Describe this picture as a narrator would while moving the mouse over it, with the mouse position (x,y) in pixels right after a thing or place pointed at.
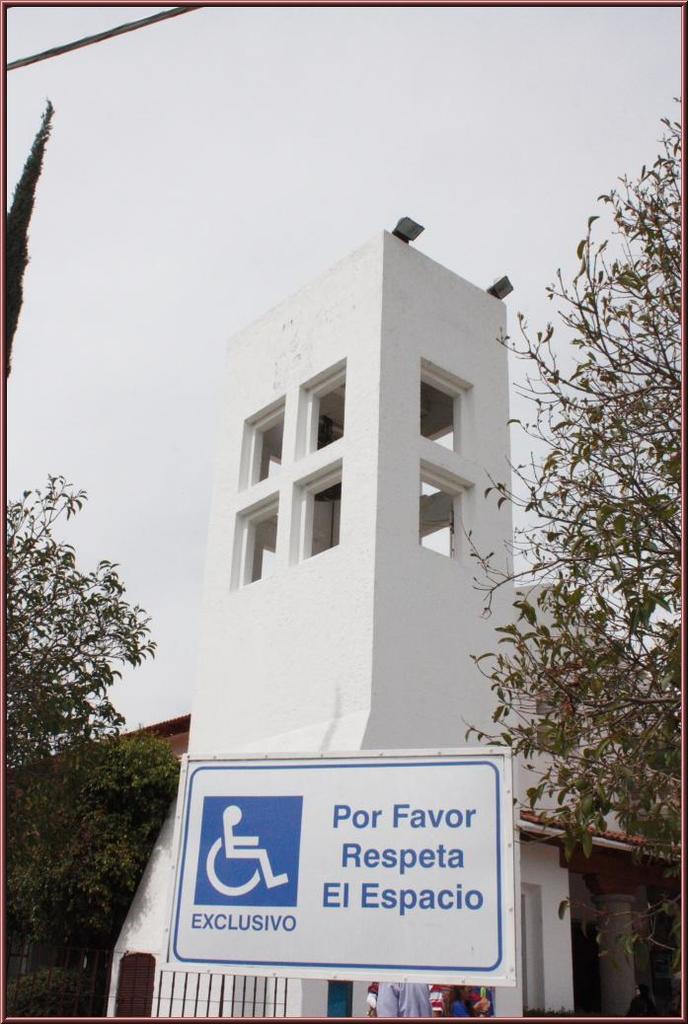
As we can see in the image there is a building (271,638), trees (578,704), banner (376,918), few people (450,1001) over here and a sky (151,165).
